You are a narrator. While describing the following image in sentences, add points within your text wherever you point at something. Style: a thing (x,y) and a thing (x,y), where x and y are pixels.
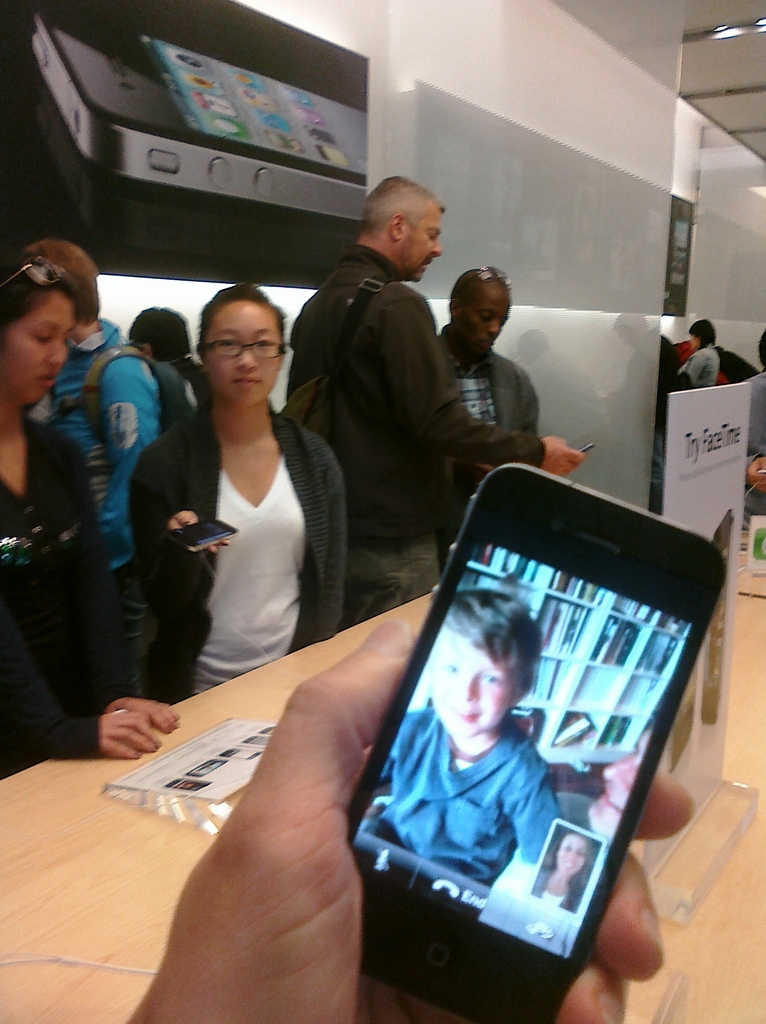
In this picture there are few people (158,542) standing at the table (83,771). In the center (361,674) there is a hand (244,906) holding mobile phone (379,840) in hand (249,917). On the table (763,641) there are boards (718,419). In the background (202,278) there is wall (417,81) and banners (197,244).
